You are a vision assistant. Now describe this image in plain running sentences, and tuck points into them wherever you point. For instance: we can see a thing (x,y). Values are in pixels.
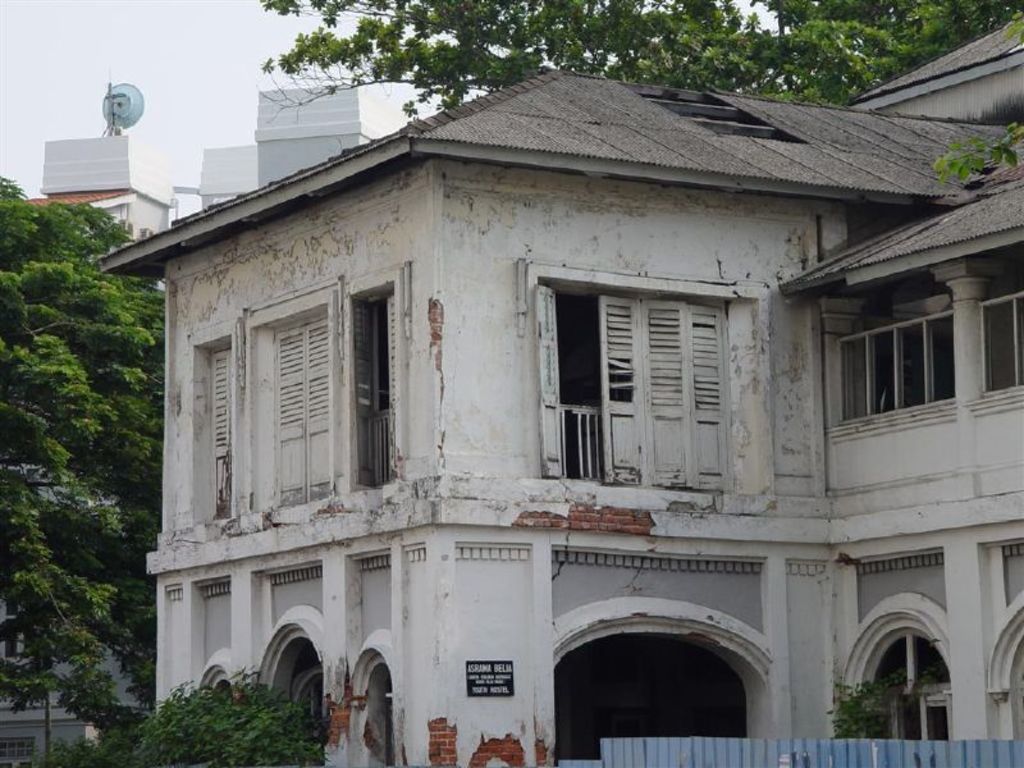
In this image we can see a building (669,448). In front of the building (401,634) we can see the plants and a metal fence (840,751). On the left side (10,411), we can see a tree (95,400) and a building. At the top (709,11) we can see a tree (745,70), buildings (333,116) and the sky (248,114).
